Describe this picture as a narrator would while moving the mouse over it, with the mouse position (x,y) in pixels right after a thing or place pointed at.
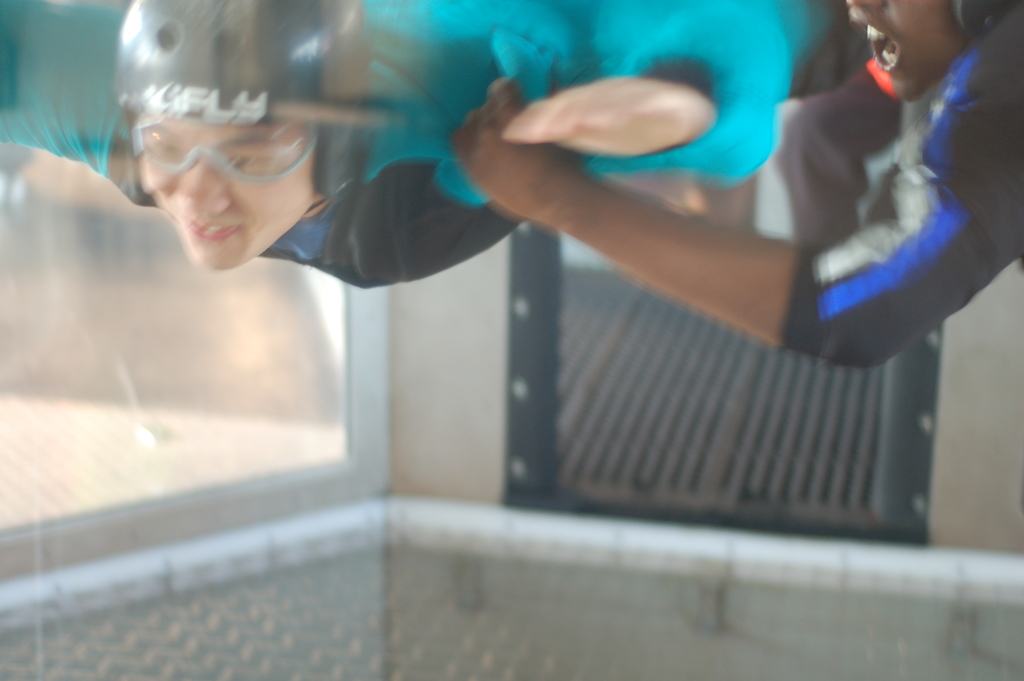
Here a person (187,236) is there, he wore a blue color coat (513,77), glasses (292,150) and a helmet (281,106). In the left side (248,317) it's a glass wall (195,403).
